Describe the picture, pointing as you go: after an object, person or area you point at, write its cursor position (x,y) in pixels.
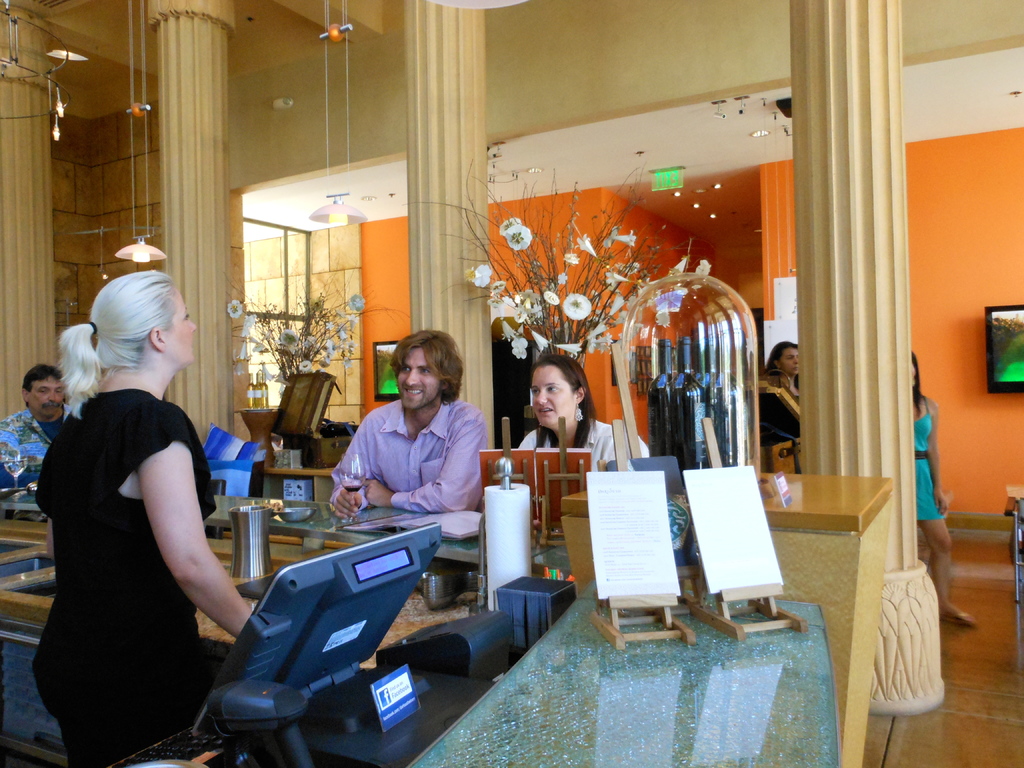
In this image there is a person (163,388) standing. In front of her there is a table (331,713). On top of it there is a computer (292,683) and a few other objects (274,683). There are glasses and some other objects (660,432) on the platform (742,658). Behind the platform (699,661), there are people (540,401) standing on the floor (958,646). There are tables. On top of it there are flower pots (611,300). There are pillars (794,178). There are monitors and some other objects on the wall (744,257). On top of the image (337,209) there are lights (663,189). There are lamps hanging from the rooftop (686,202). On the right side of the image (1020,521) there is some object (1016,539).
